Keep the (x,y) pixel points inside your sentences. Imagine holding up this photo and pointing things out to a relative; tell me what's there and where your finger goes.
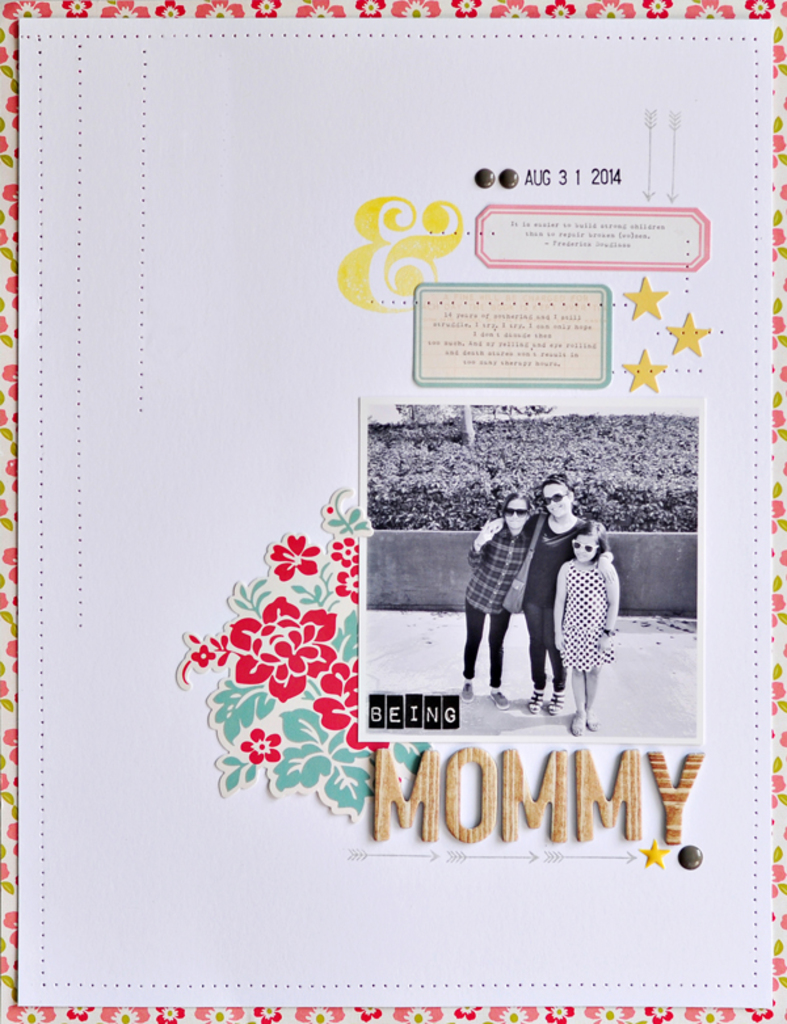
In this picture I can see a white color paper (186,452), on which I can see a photo (584,511) of a woman (564,522) and 2 children (592,537) and I see few words (511,322) written and I see the designs (235,604).
